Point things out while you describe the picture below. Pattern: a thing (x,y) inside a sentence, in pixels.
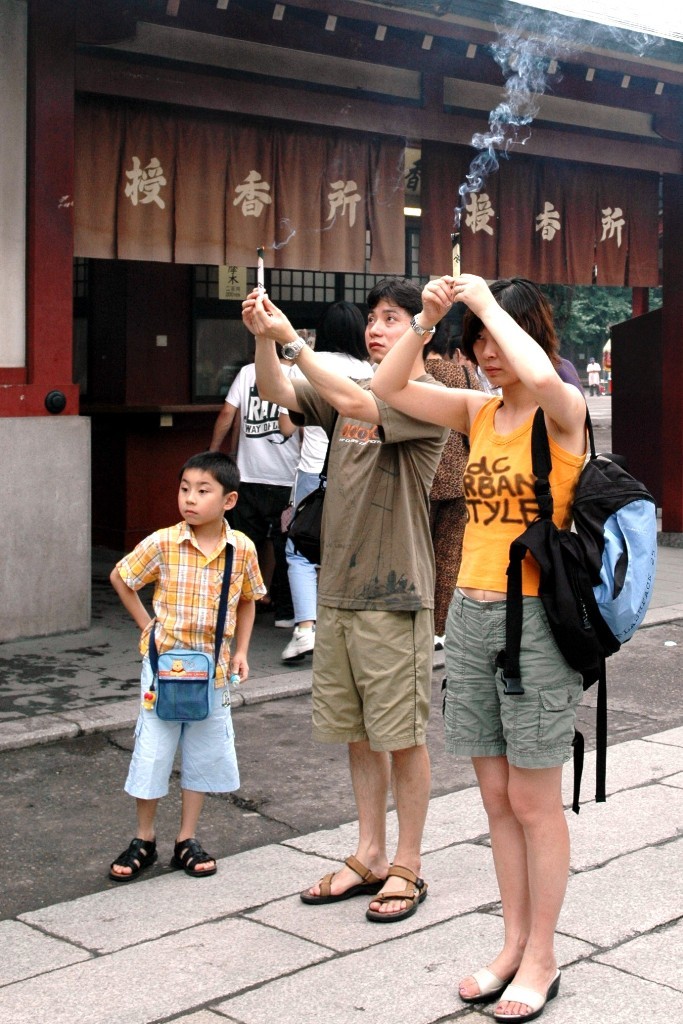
In this image, there are two persons (391,554) wearing clothes (342,554) and holding incense sticks (261,287) with their hands (256,300). There is kid (246,617) on the left side of the image (221,626) standing in front of the building (90,420).
